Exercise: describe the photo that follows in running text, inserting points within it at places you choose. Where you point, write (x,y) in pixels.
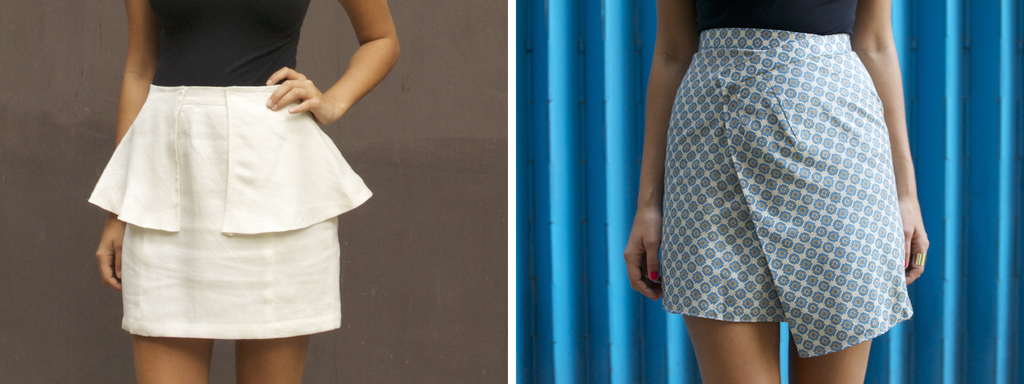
In this image we can see collage. On both images we can see persons (315,145) wearing skirts (238,128) and tops (221,59). In the background (503,129) there is wall (467,244).
